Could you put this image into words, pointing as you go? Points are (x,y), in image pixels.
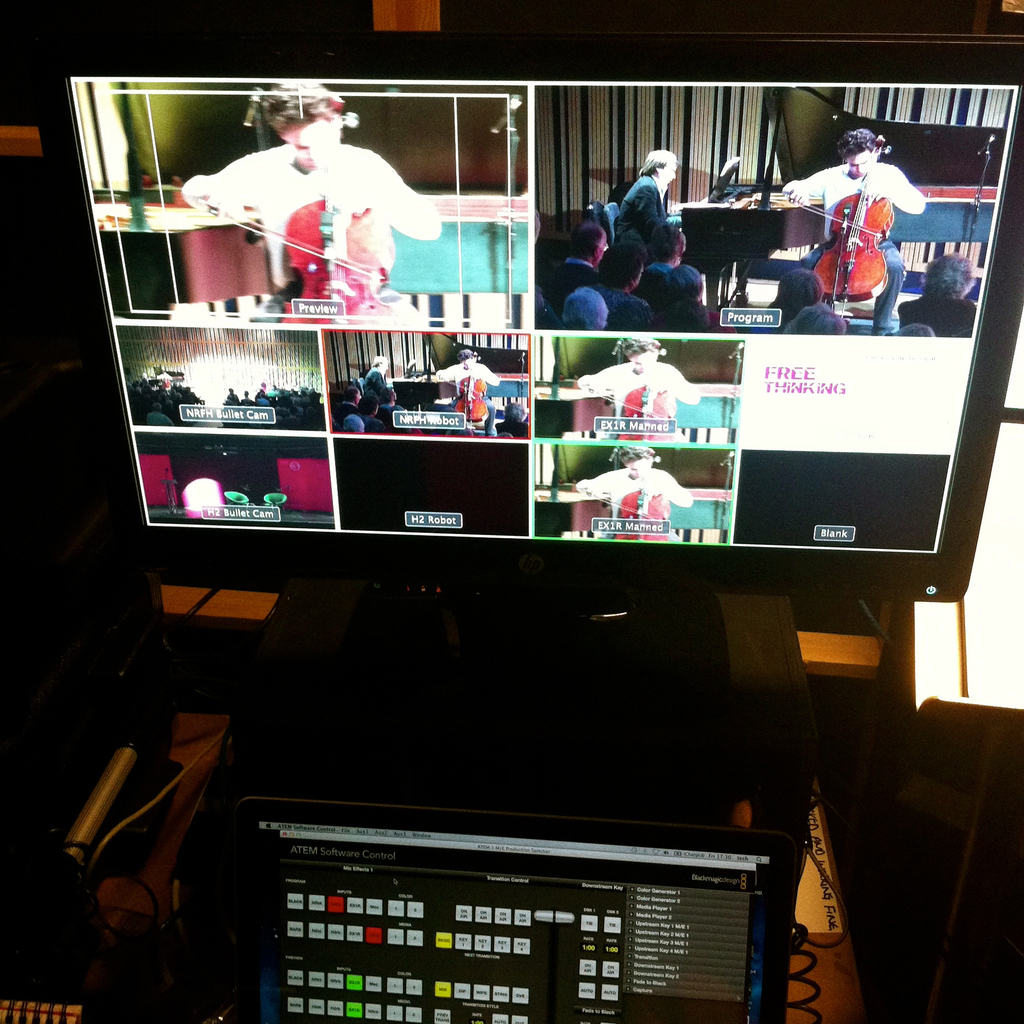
In the picture we can see some screen (488,263) and we can see some images (522,323) are displaying, we can see display board (478,898) at the bottom of the picture (471,815).
